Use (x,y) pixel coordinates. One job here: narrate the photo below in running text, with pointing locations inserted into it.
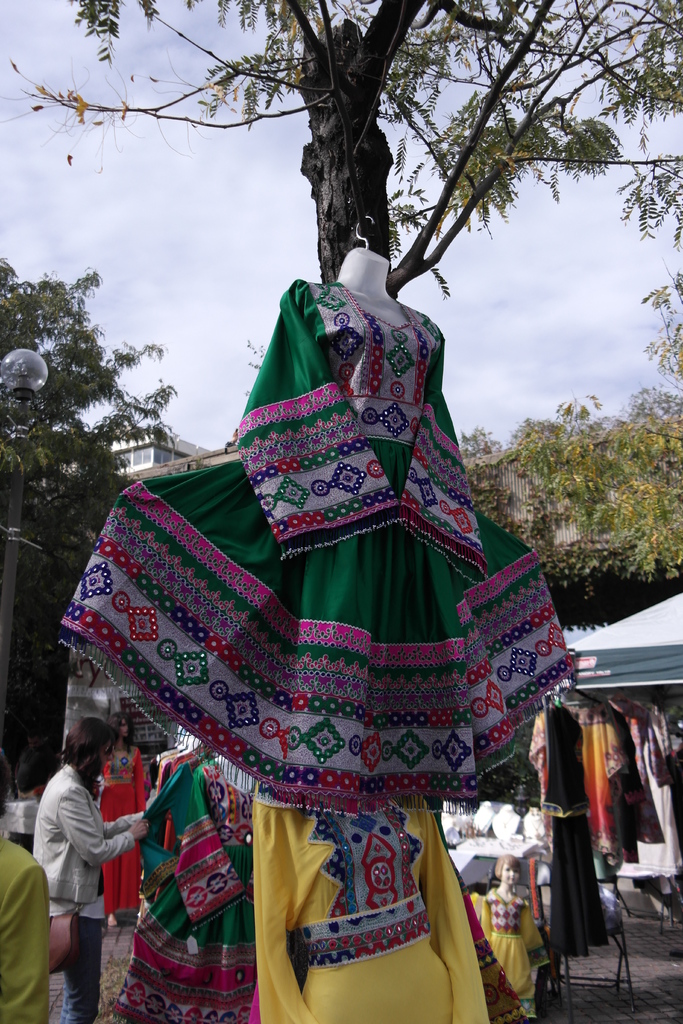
In this image there is mannequin (386,528) in the middle (415,490). In the background (592,823) it seems like there are so many shops (574,819). On the left side (73,840) there is a person (79,821) who is setting the dresses (208,823) which are hanged to the pole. In the background (133,443) there is a building (143,451). Beside the building (133,443) there are trees (59,554). It looks like there are dress shops (609,753) in the middle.
